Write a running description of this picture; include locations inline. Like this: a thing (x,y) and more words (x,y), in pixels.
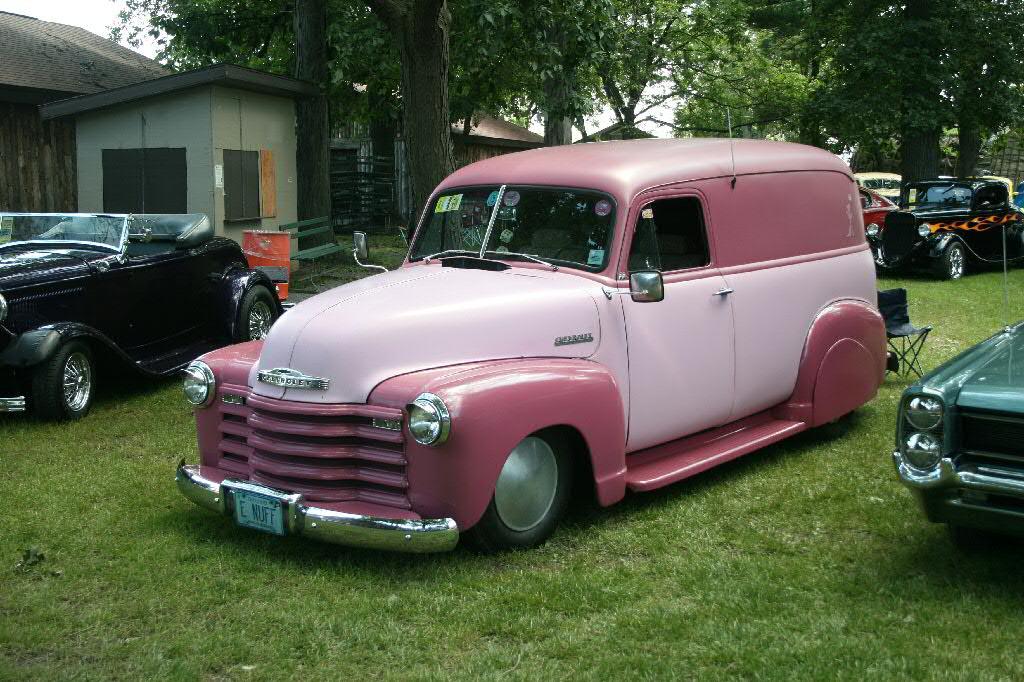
In this image I can see there are cars (865,280) on the grass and there is a drum (264,248). And there is a room (225,162) and a house (462,156) with shed (84,48). And there are trees (385,48) and a chair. And at the top (141,20) there is a sky (109,16).
